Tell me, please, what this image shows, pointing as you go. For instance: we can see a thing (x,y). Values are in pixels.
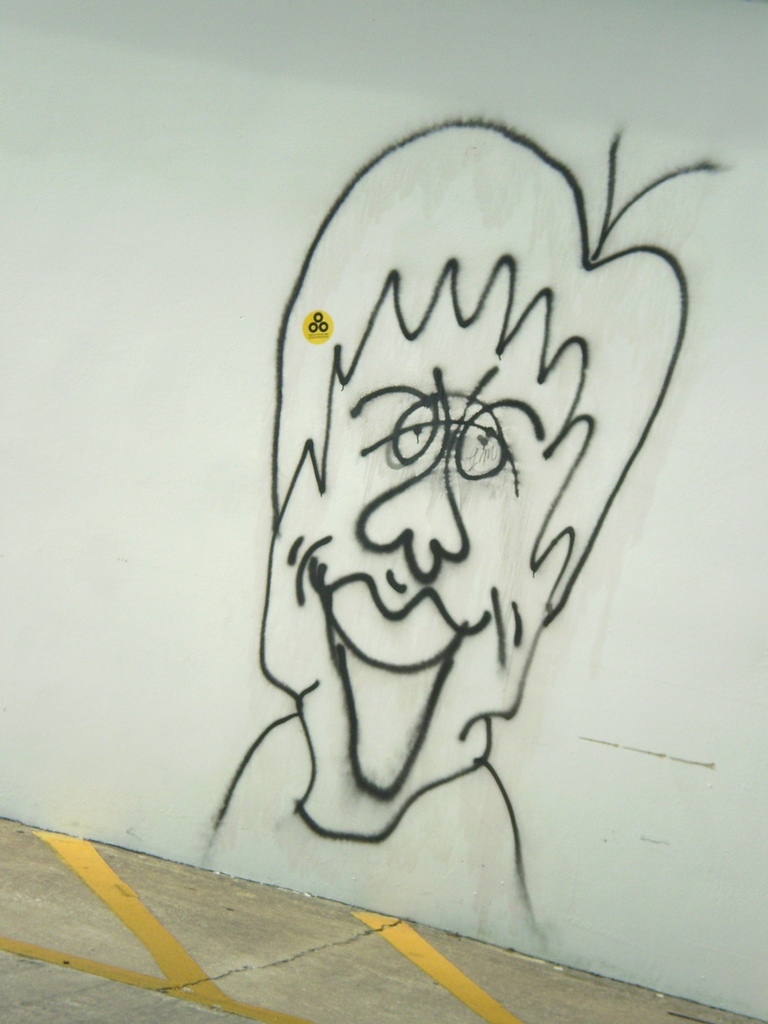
In the center of the image (455,524) a graffiti (437,576) is present on the wall (416,524). At the bottom of the image (261,930) floor (289,931) is there.
